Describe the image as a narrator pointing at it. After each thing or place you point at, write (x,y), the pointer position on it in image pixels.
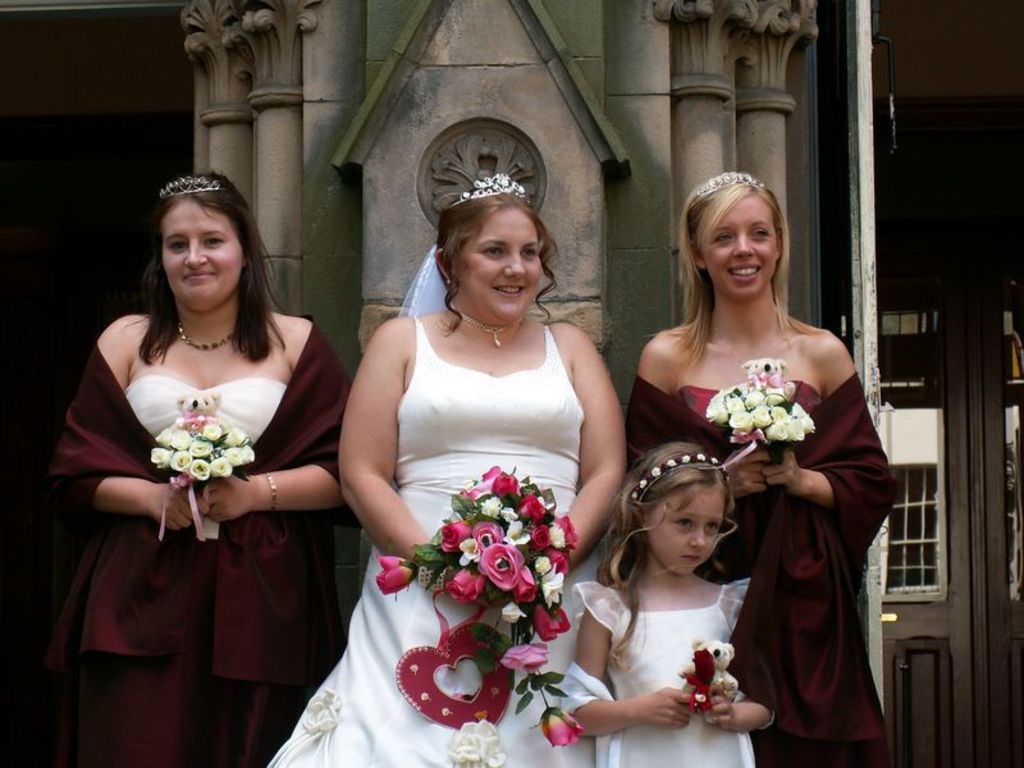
In this image we can see three woman (448,480) standing holding the bouquets (492,519). In that two women (270,524) are holding teddy bears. On the bottom of the image (582,705) we can see a child (692,722) standing beside them holding a teddy bear (716,662). On the backside (404,112) we can see some pillars (285,171) and a wall (324,139).
